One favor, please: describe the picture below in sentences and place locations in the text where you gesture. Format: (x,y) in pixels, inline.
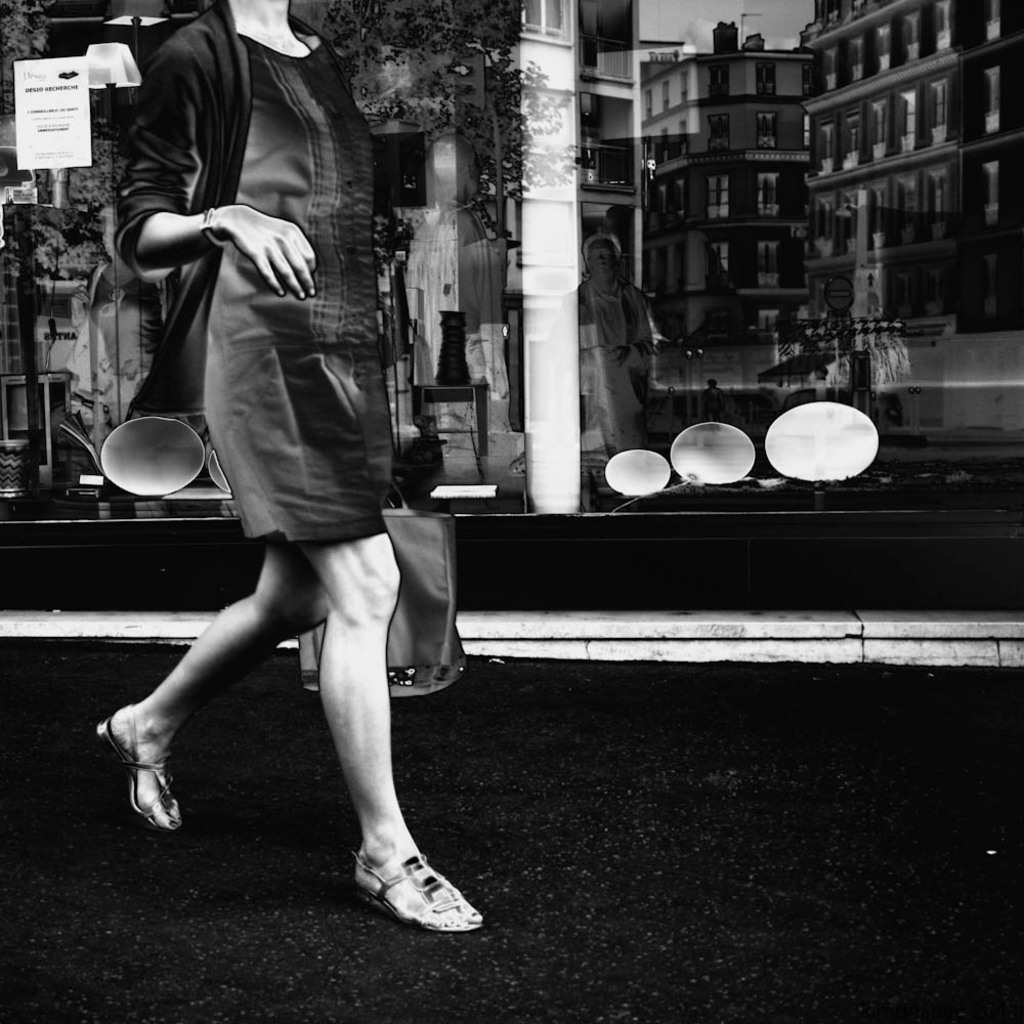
In this image I can see a person (307,493) is holding a bag (454,664) in the hand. In the background (720,320) I can see buildings (701,274), trees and other objects (496,415). This picture is black and white in color.
